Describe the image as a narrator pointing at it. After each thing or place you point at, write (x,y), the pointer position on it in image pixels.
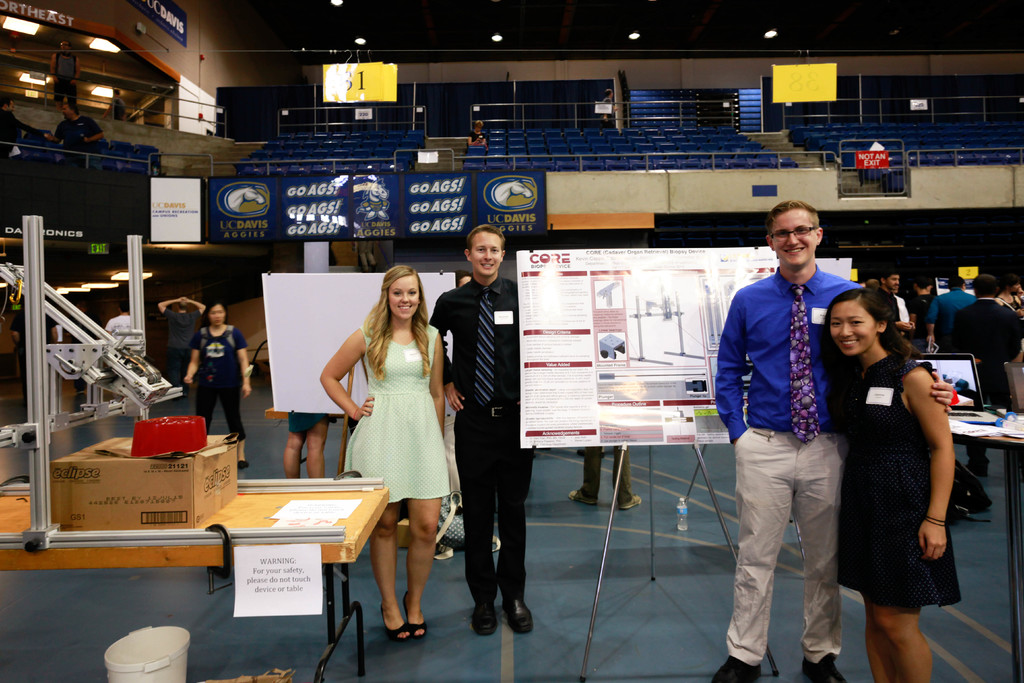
There are four persons (832,641) standing on the floor (707,655) and posing to a camera. Here we can see a tables (353,521), box (227,491), posters (289,569), boards (639,372), and group of people (902,304). In the background (232,295) we can see hoardings (536,214), chairs (598,139), lights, and a wall (260,84).
